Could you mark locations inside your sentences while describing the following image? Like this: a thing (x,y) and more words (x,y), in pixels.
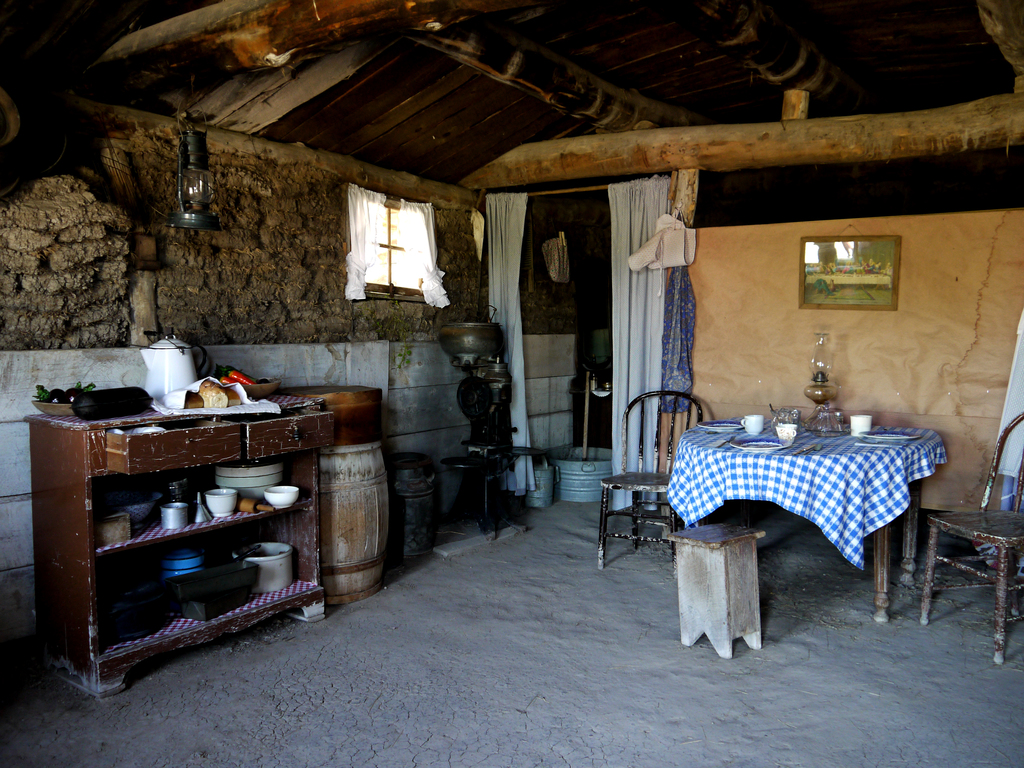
There is a table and chairs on the right side (851,464). There is a glass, plate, lamp (819,392) on a table (853,448). There is a cupboard (109,425) on the left side (105,437). There is a bowls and jars (156,383) on a table (200,424). We can see in the background (167,274) wall (285,245), wooden stick (343,177), curtain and photo frame (870,287).
